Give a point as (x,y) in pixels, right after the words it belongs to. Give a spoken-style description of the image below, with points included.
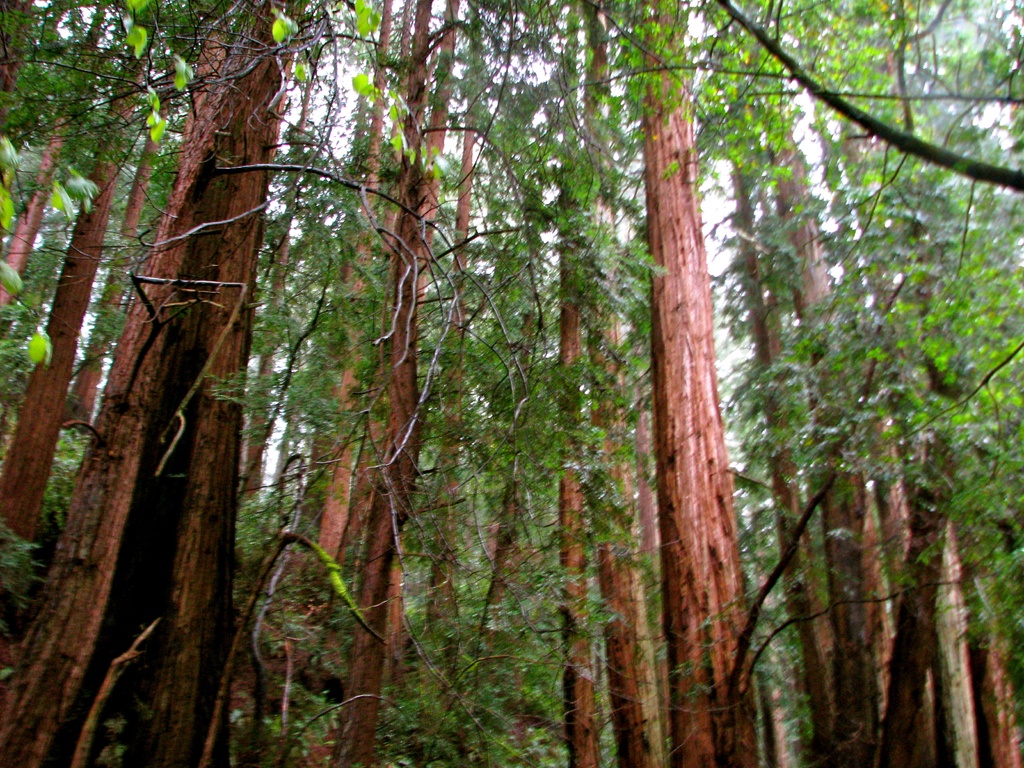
In this image there are trees (430,257). At the top (802,103) there is the sky (581,91).
